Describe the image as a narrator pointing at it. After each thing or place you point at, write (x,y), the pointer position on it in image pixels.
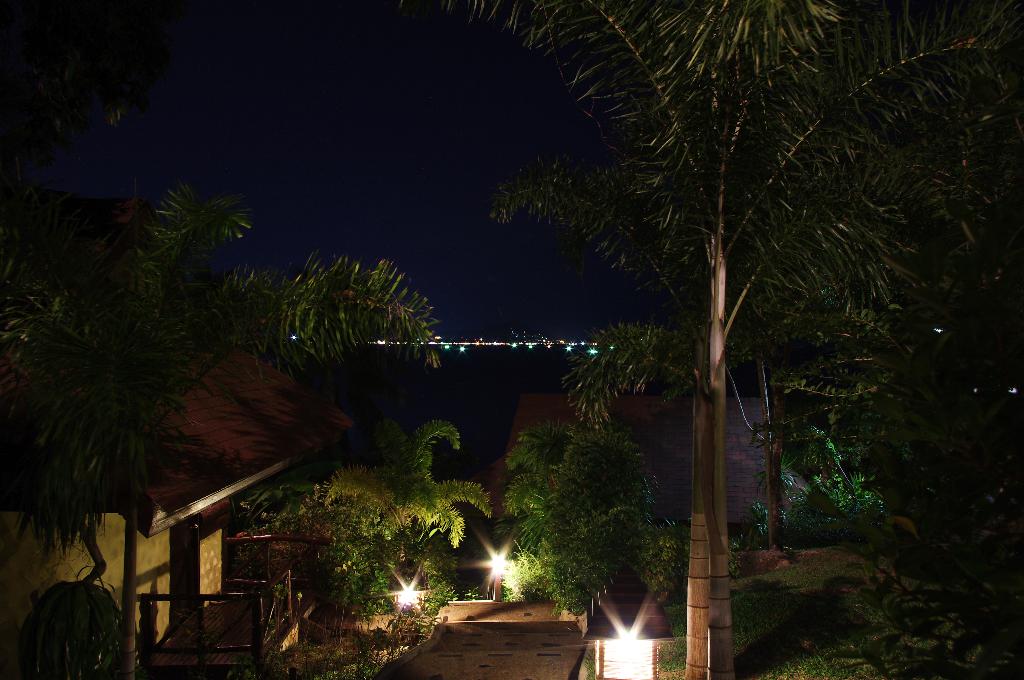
In the picture we can see the garden space (900,588) with a path (427,671) and on both the sides of the path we can see lights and plants (385,313) and far away from it we can see water surface (433,379) and far away from it we can see lights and the sky (447,313).
